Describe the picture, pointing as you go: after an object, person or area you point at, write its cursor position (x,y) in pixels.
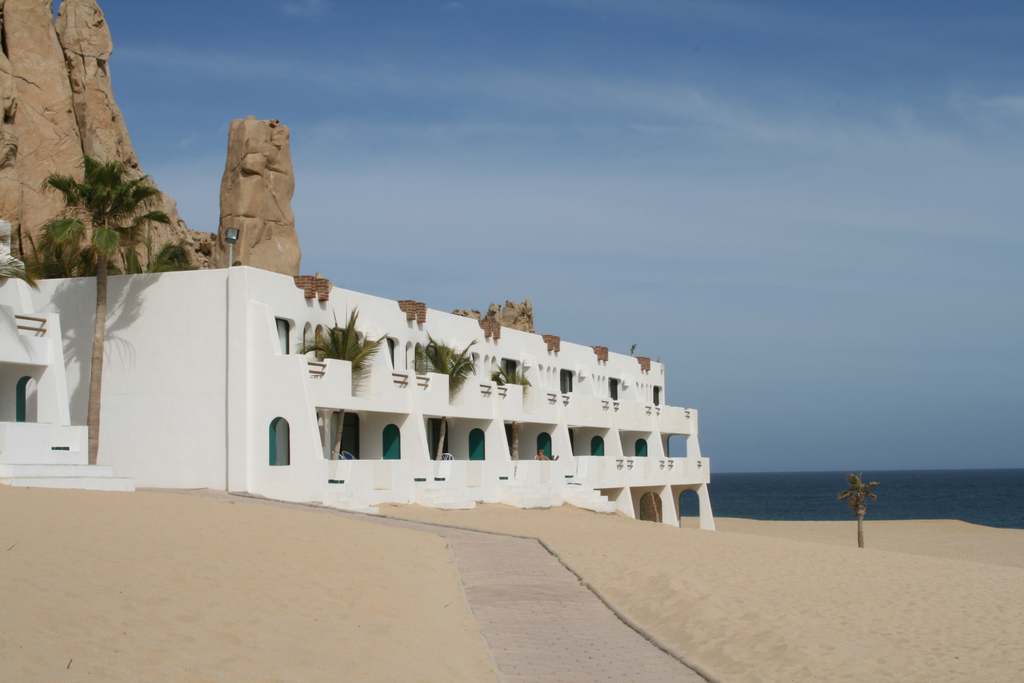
In this image I can see the sand (244,661), the path (555,598), few trees (94,223), a building (219,389) which is white in color and in the background (264,197) I can see a mountain (123,157), the water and the sky (782,270).
